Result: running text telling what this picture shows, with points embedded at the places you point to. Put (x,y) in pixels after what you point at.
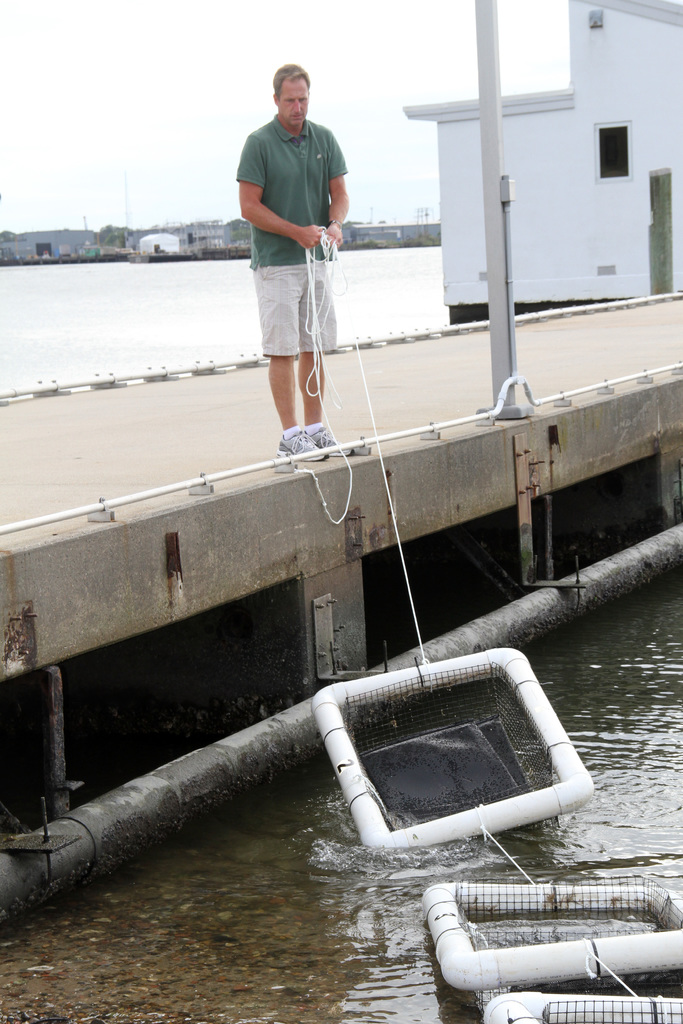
In the image that is a man (286,318), he standing on a bridge (43,447) and he is holding a rope (317,274) in his hand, the ropes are tied to some objects (422,757), they are on the water surface (116,350).
